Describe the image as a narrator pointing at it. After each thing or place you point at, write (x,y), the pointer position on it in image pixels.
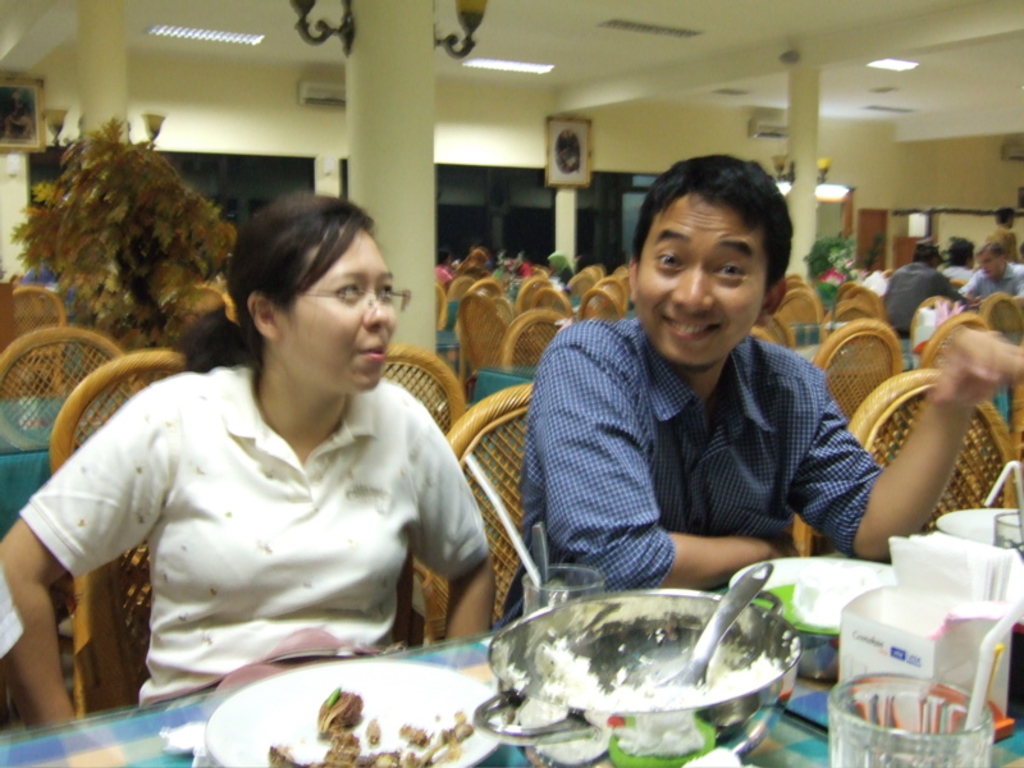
At the bottom of the image (540,672) there is a white plate (219,760), bowl (603,678) with rice (677,686) and spoon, glass (927,731) with straw (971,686) and few other items (813,601). At the left corner of the image (298,462) there is a lady (275,462) with white t-shirt (342,505). Beside her there is a man (703,406) with blue checks shirt (676,440) is sitting. Behind them there are many chairs (605,276) and tables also there are pillars (805,229). In the background (193,108) there are glass windows (285,160) and on the walls (533,125) there are frames (564,134). At the top of the image (552,53) there is a roof (504,77) with lights (177,33).
